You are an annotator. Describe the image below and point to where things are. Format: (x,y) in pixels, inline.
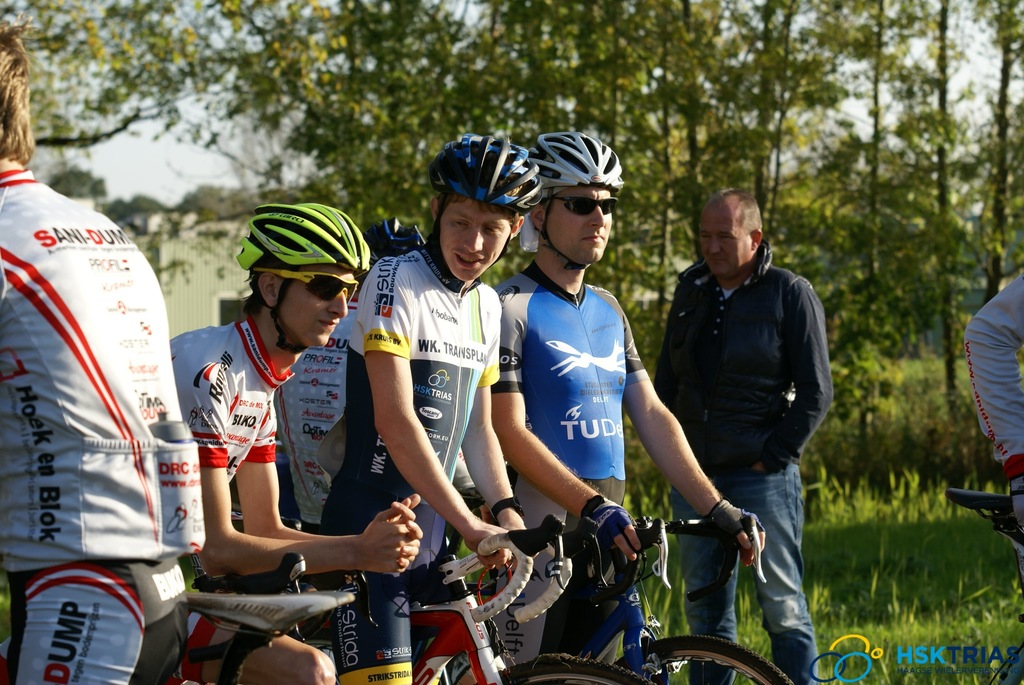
In this image I see few men (55,264) and these are with the cycle (212,648) and they are wearing helmets (284,287). In the background (991,476) I see the trees (122,5) and the grass (663,623).
